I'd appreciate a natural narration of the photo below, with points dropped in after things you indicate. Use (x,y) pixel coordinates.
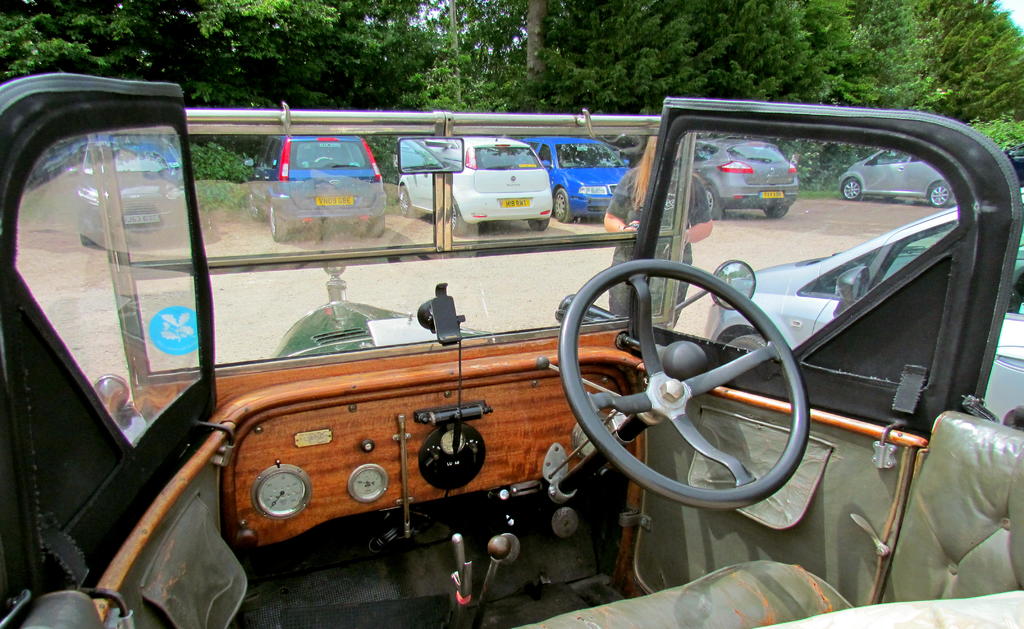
As we can see in the image there are vehicles (356,419), trees (464,67) and sky (443,6).
